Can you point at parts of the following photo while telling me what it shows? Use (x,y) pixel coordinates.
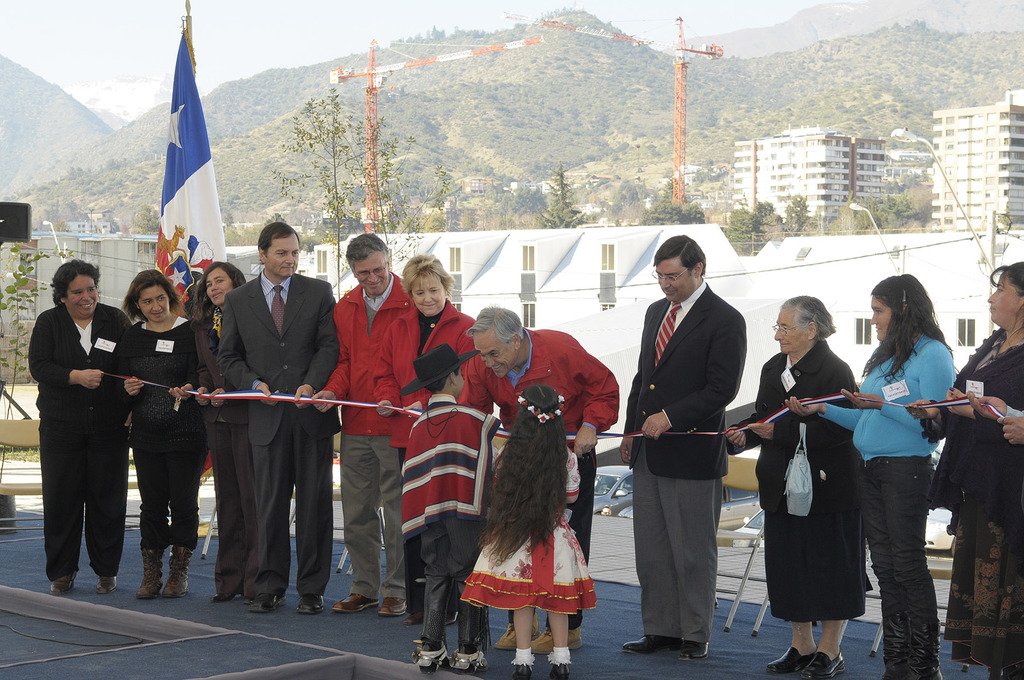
In this image I can see the group of people (672,556) standing and wearing the different color dresses (903,478). I can see one person (450,392) is wearing the hat (425,377) and these people (642,458) are holding the ribbon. In the background (168,220) I can see the flag (196,159) and the wall (567,323). I can also see the crane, many buildings (830,186), trees (875,199), mountains (468,138) and the sky (207,56).
